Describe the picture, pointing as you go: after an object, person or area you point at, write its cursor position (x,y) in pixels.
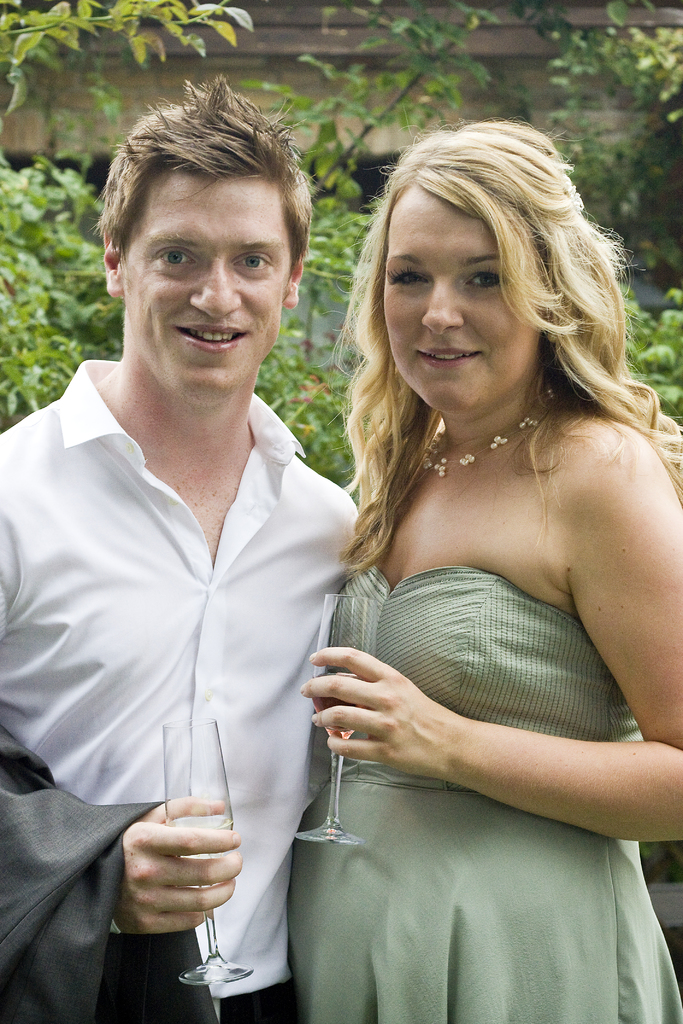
Here we see a couple (62,416) standing with a smile (446,351) on their faces (446,342) and we see wine glasses (366,651) in their hand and few trees (356,82) on their back.
